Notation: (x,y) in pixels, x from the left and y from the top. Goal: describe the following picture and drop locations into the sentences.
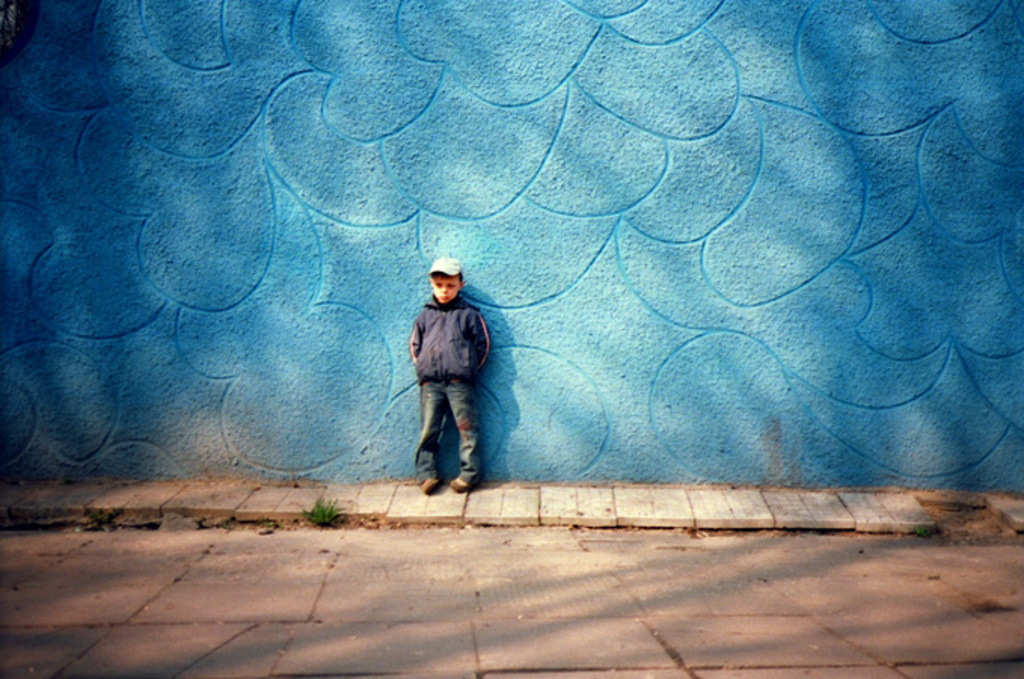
In this image there is one boy (432,484) standing in middle of this image (444,330) is wearing white color cap (454,275) and there is a blue color wall (234,169) in the background (608,269) and there is a grass (325,512) at bottom of this image (334,516).
